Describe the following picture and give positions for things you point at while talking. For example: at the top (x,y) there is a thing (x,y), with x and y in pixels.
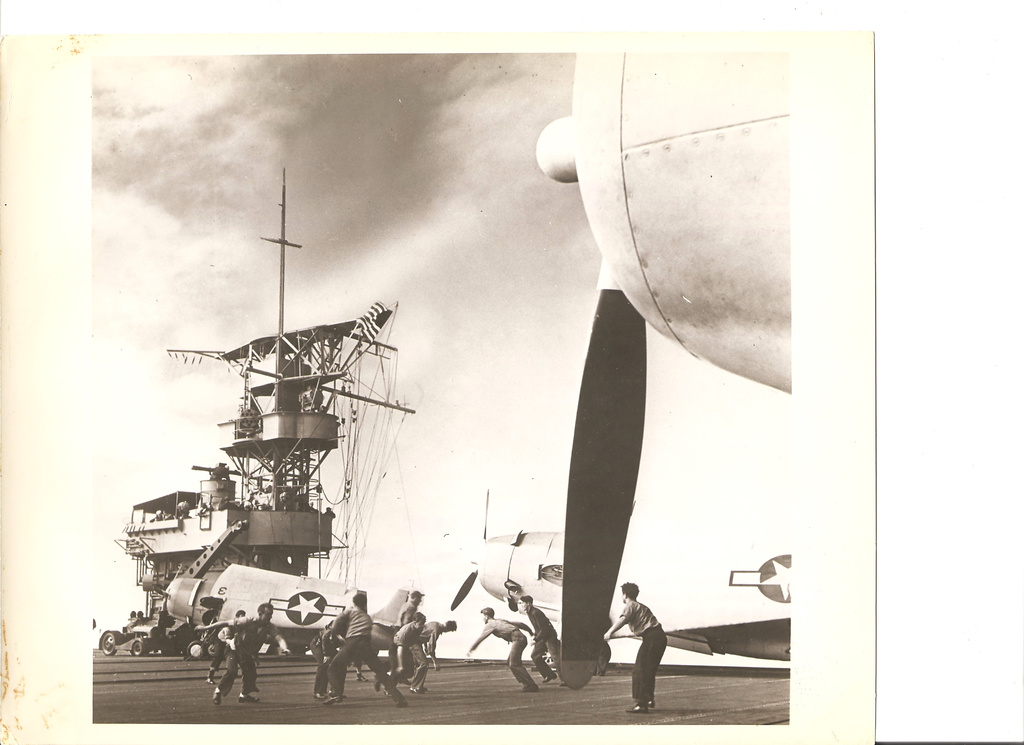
This image is a photograph. In the center (613,490) there are people (449,621) and we can see aeroplanes (556,566) and ships (159,603). In the background (227,313) there is sky (115,420).
